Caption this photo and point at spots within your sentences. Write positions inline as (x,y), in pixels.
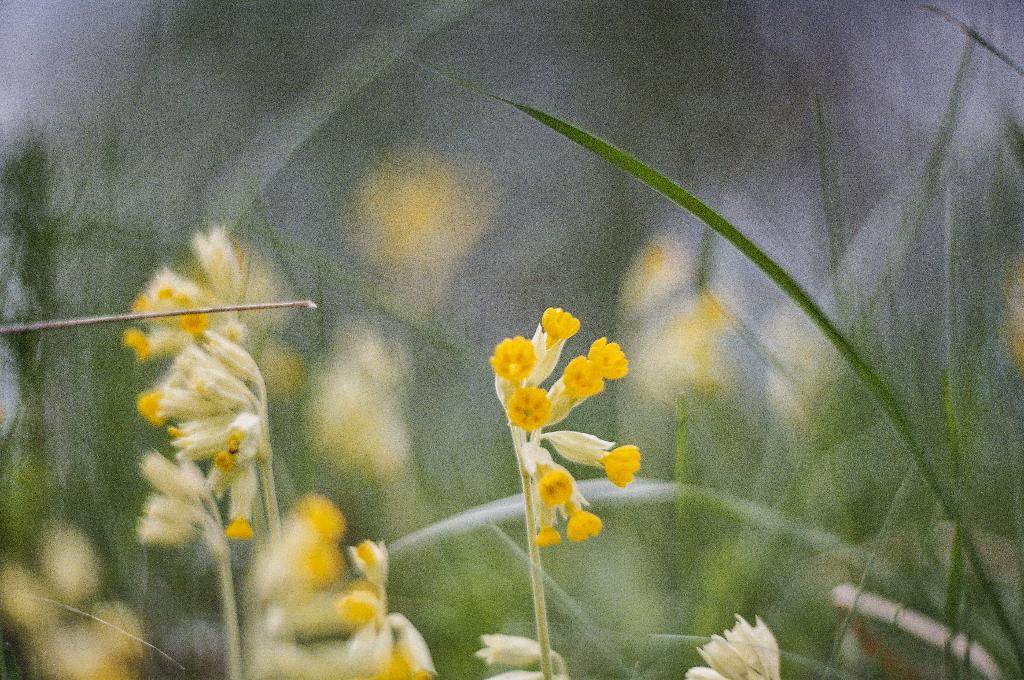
In this image we can see some flowers (152,398) which are in yellow color and in the background of the image (843,552) there are some leaves (726,612).
